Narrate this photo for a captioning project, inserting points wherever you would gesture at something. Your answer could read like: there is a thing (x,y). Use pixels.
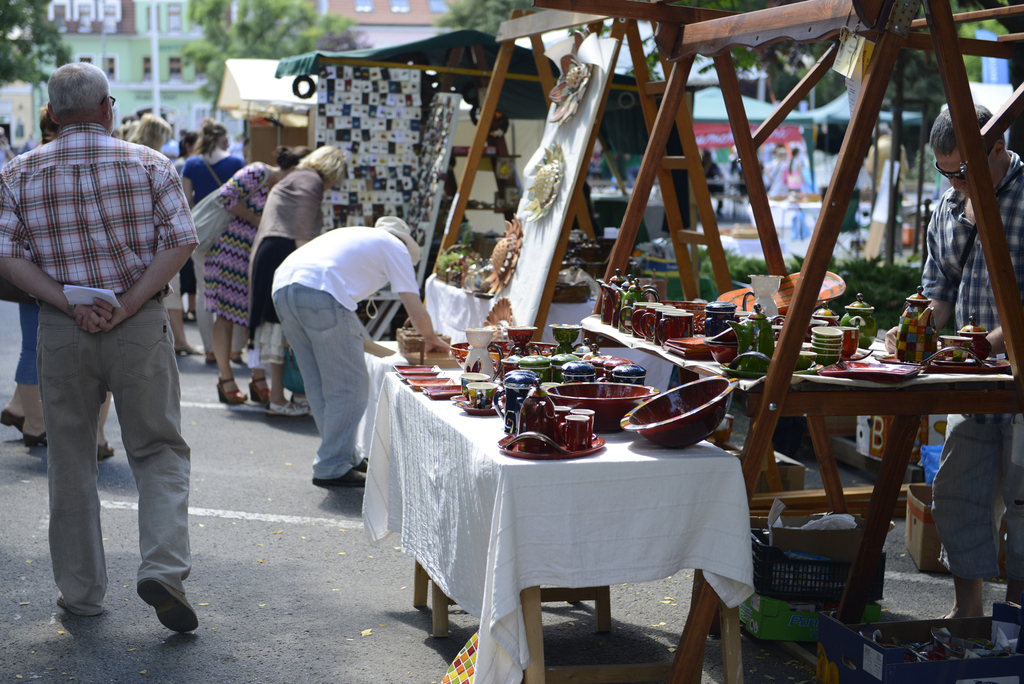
In this image I can see a road (206,644) and number of people (305,232) on it. Here I can see few stalls (614,56) and few items (590,361). In the background (302,6) I can see number of trees (299,40) and buildings (113,30).
